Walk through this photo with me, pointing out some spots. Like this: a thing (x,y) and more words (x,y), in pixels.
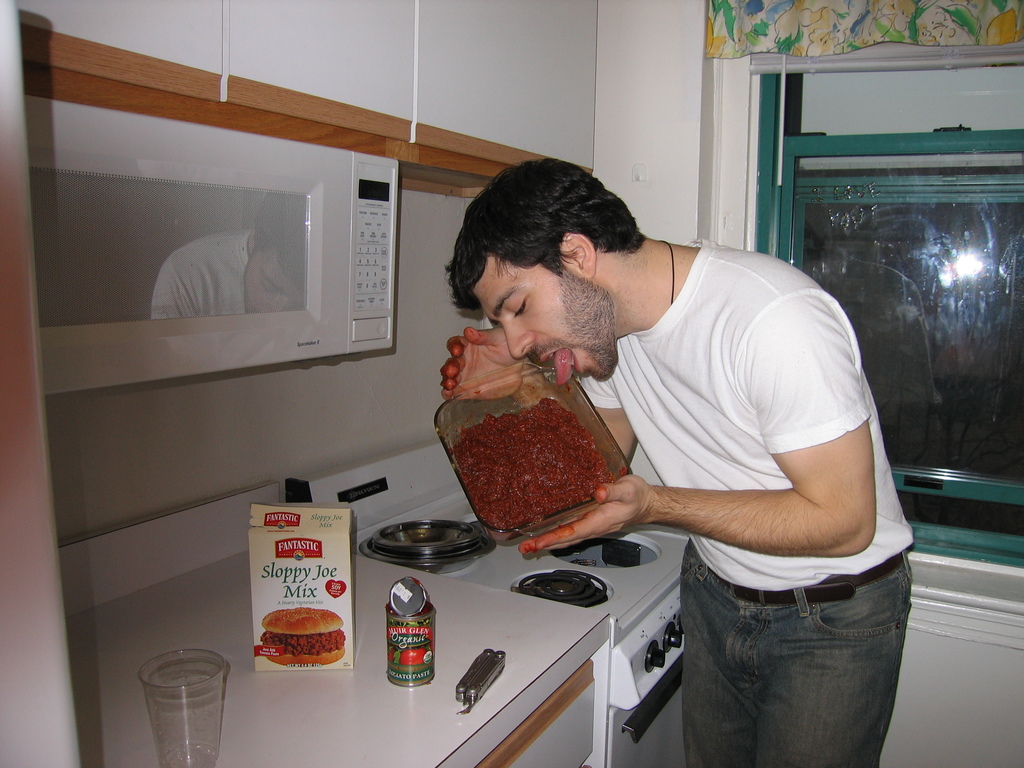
In this picture we see man (750,761) holding a bowl (554,374) of sloppy joe filling (543,456) and licking it. We have a kitchen platform (225,617) with an oven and bowls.
